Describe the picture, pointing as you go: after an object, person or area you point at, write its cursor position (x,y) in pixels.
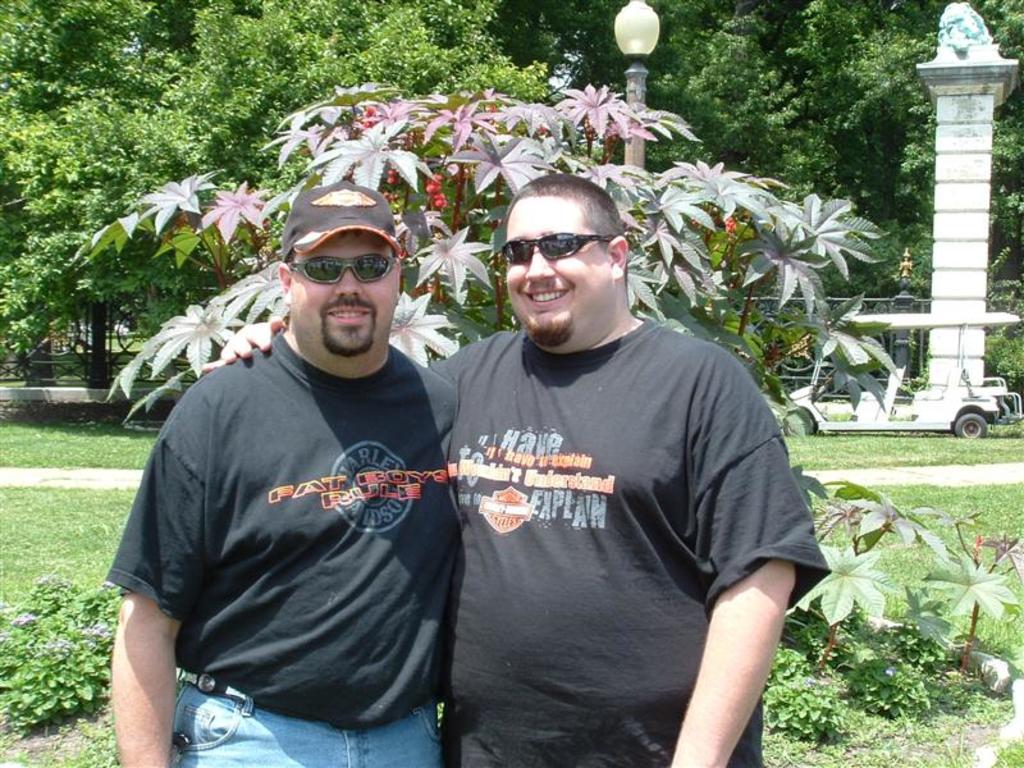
In this image there are two people (569,370) wearing goggles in which one of them is wearing a cap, there are few trees (174,81), garden plants (839,553), grass (895,543), a vehicle (926,394), a pillar (949,224), a light (645,54) to the pole (634,68) and a fence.
